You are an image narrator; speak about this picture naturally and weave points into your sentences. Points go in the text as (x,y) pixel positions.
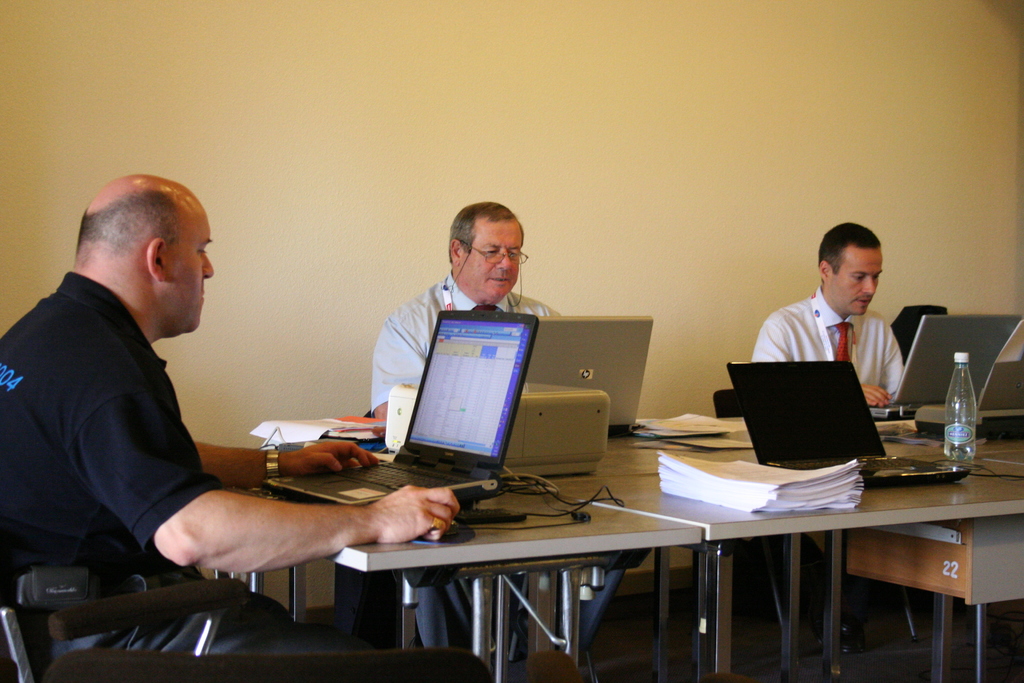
These 3 persons (837,336) are sitting on a chair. On this table (855,516) there are papers (823,488), laptops (432,480), printer (510,467) and bottle (965,411).
